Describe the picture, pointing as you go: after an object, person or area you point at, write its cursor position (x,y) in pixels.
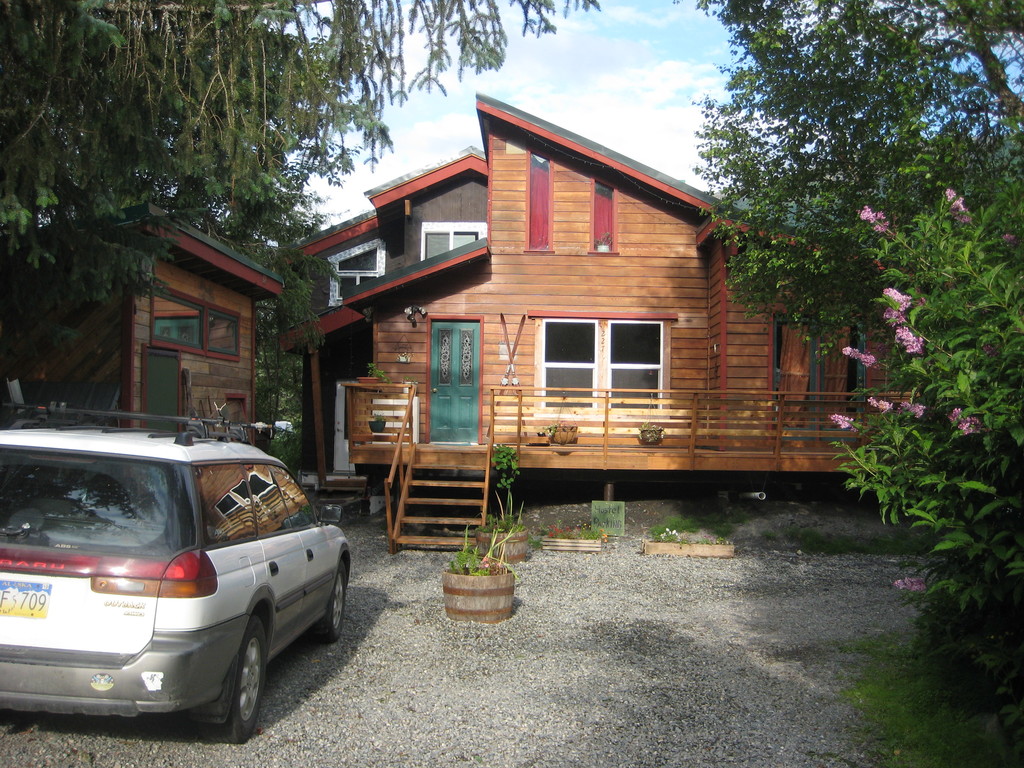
The picture is clicked from the outside of the house (404,479). In the foreground (68,449) there are plants (680,539), flowers (897,297) and a car (100,503). In the center of the picture (487,378) there are trees (925,100), house (483,381), door (454,359) and windows (566,350). Sky (587,88) is bit cloudy, it is sunny.
